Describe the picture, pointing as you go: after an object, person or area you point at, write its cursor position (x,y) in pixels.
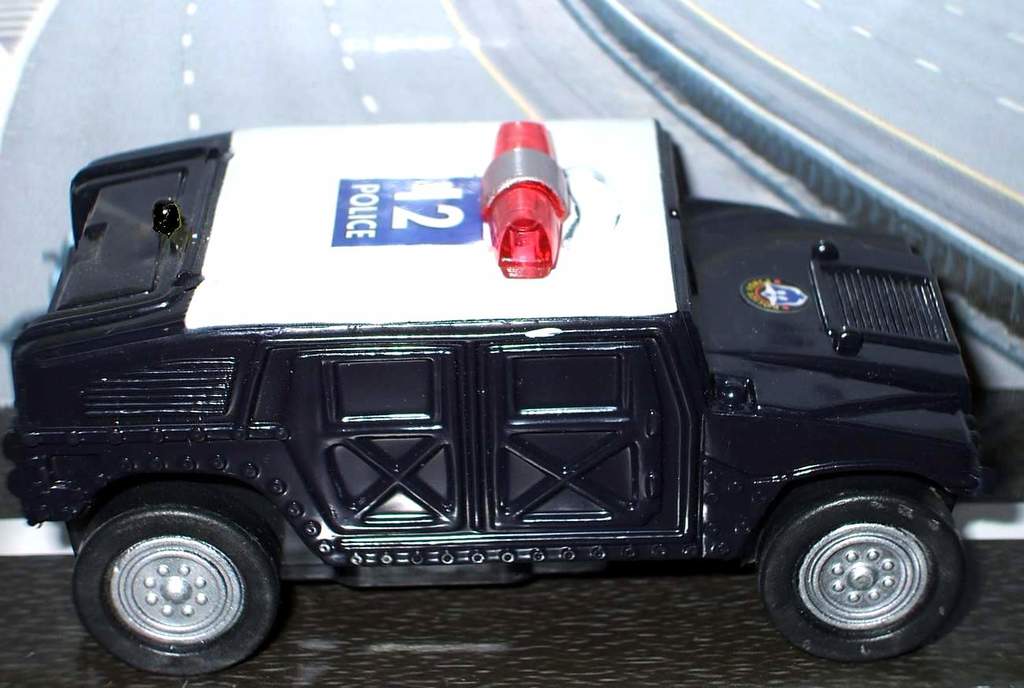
In this image there is a vehicle toy (530,462) on the floor (579,623). Behind the toy (672,258) there's a road (794,2). On the toy (454,286) there is some text (410,198).
